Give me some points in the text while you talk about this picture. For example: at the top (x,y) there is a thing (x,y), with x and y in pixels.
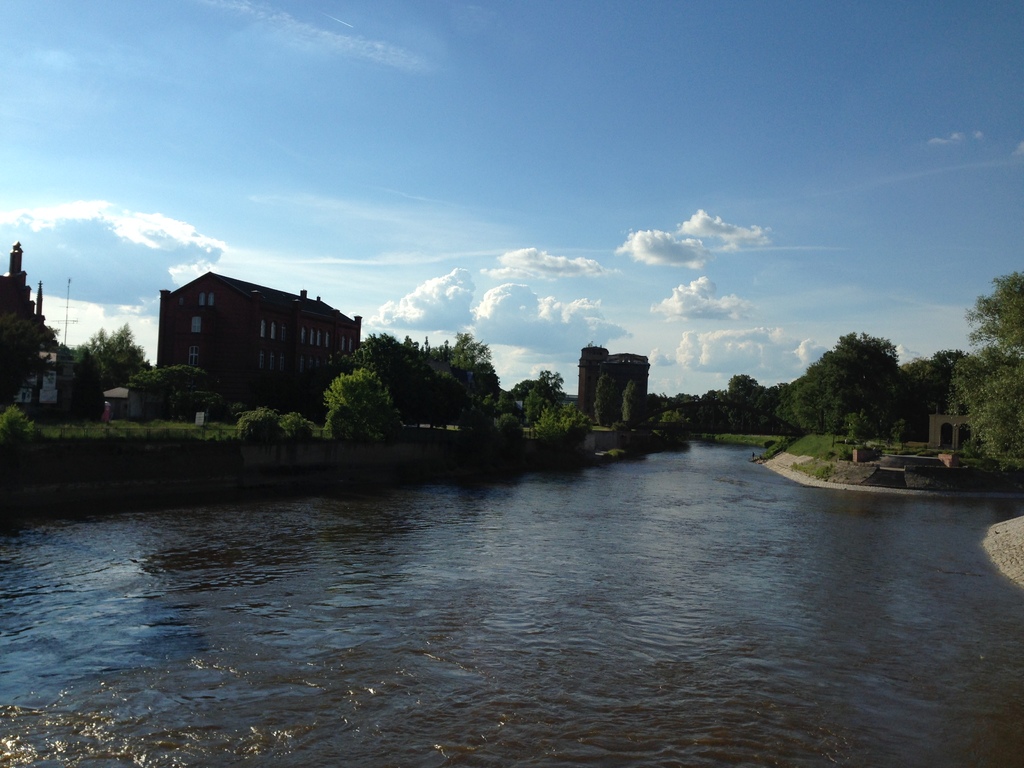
In this image, we can see water (339,536), there are some green plants (1011,456) and trees (996,374), we can see a building (241,334), at the top (528,100) we can see the blue sky (583,100).
